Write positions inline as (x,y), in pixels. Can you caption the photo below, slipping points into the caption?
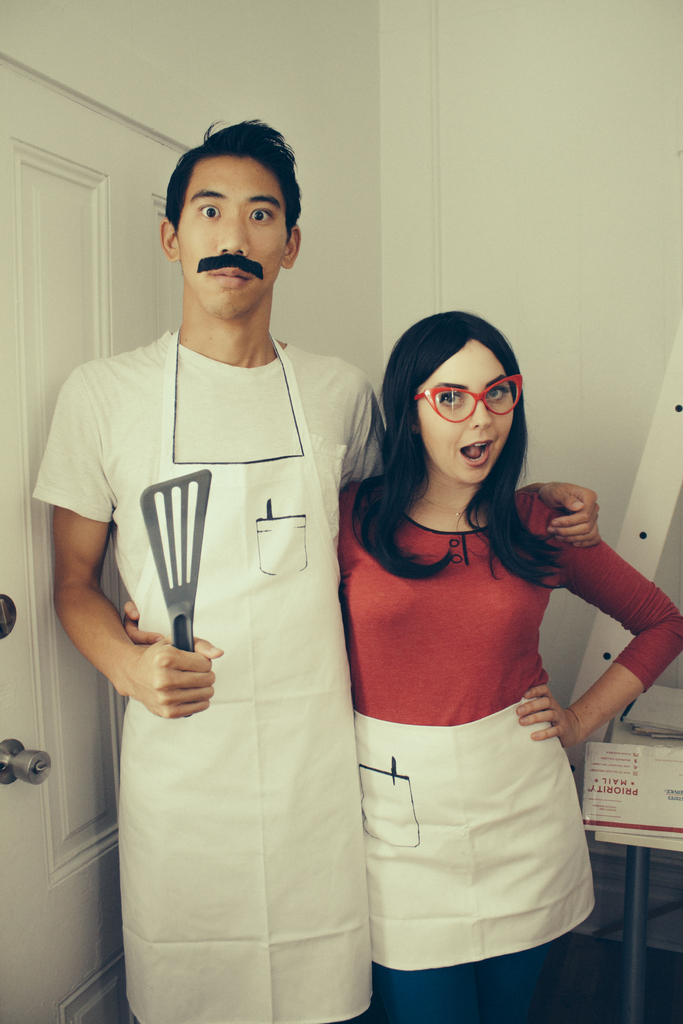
In this picture we can see a man (319,466) and a woman (447,519). The man (234,581) is holding a spatula (177,574). On the right (651,799) we can see iron pole (631,915), box (629,784) and other objects (671,453). On the left (44,374) it is door (93,197). In the background (408,190) it is wall (447,201).
